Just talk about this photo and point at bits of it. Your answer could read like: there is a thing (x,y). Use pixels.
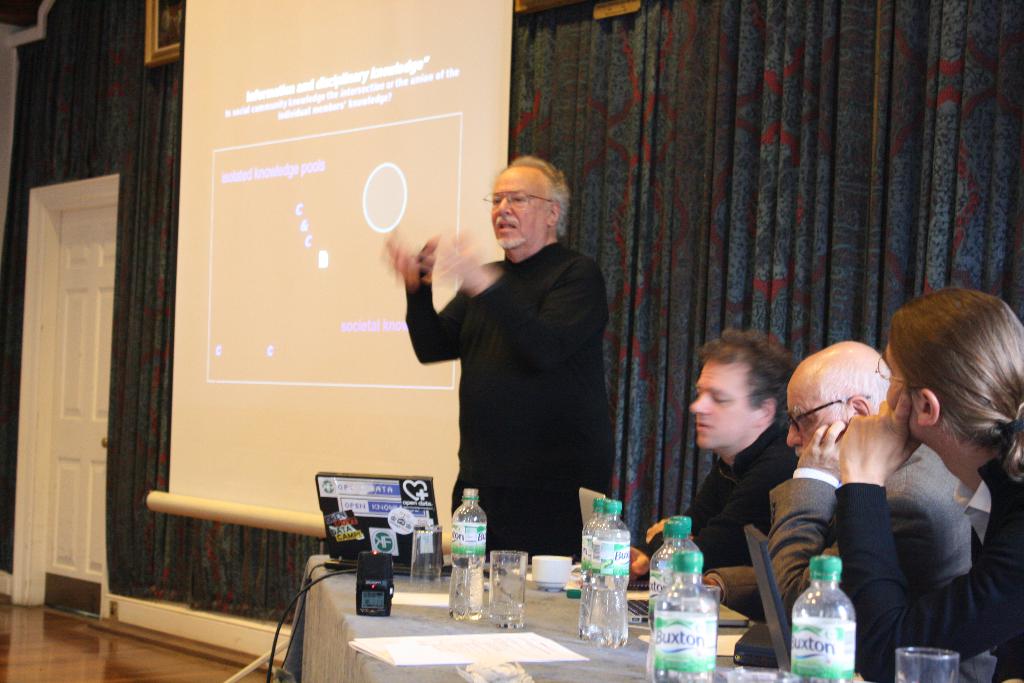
In this picture we can see man (559,372) standing and talking and beside to him three men (838,415) sitting on chairs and listening to him and here on table (600,666) we can see bottles (606,596), glasses (514,557), laptop (394,525), device (386,568), cup (554,580), saucer (552,589) and this side screen (248,178), wall (153,198), door (83,304), frame (164,30).
